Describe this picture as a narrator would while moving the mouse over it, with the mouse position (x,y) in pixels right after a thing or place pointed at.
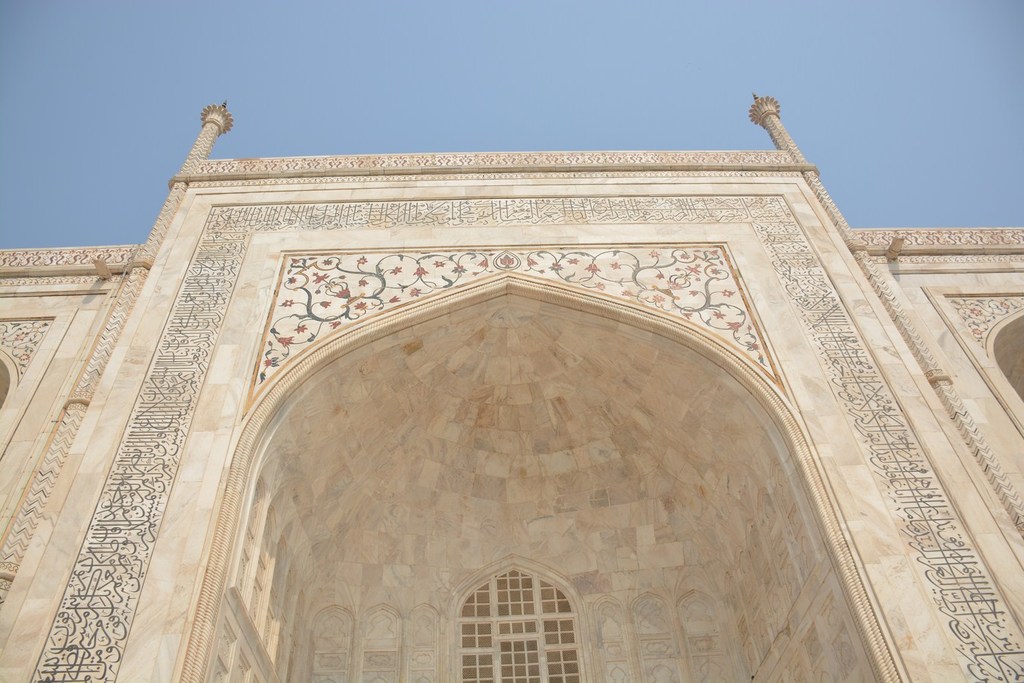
In the background (581,46) we can see the sky (596,49). In this picture we can see grille (533,631), designed walls (608,305) and pillars (891,293).
